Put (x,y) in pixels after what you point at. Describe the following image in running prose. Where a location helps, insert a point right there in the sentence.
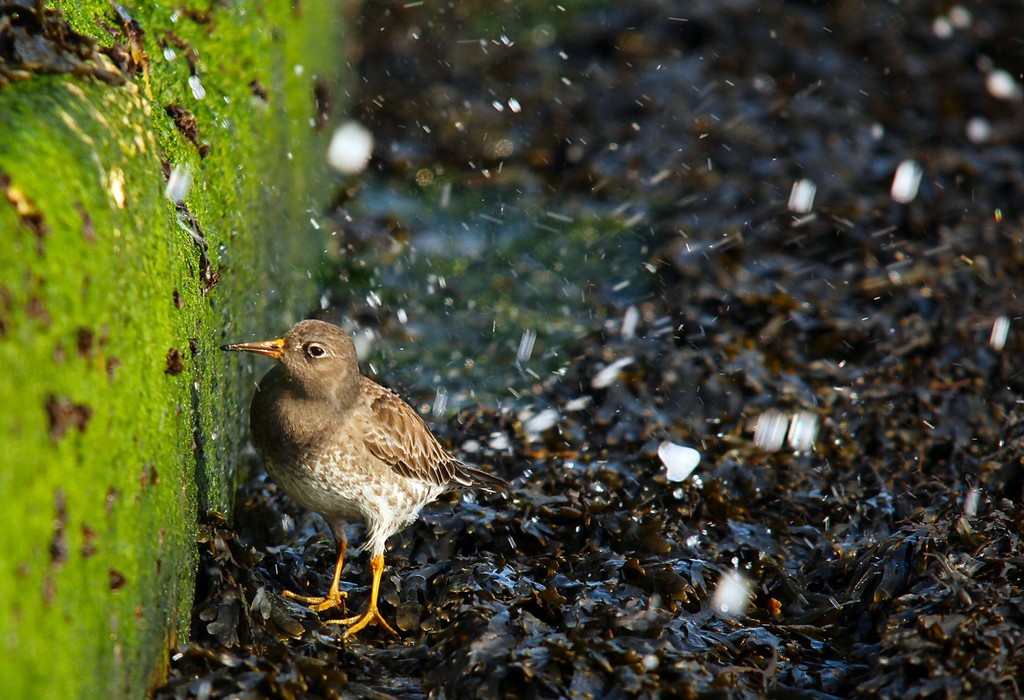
We can see bird (329,421) on surface (300,627) and we can see algae (200,339).
